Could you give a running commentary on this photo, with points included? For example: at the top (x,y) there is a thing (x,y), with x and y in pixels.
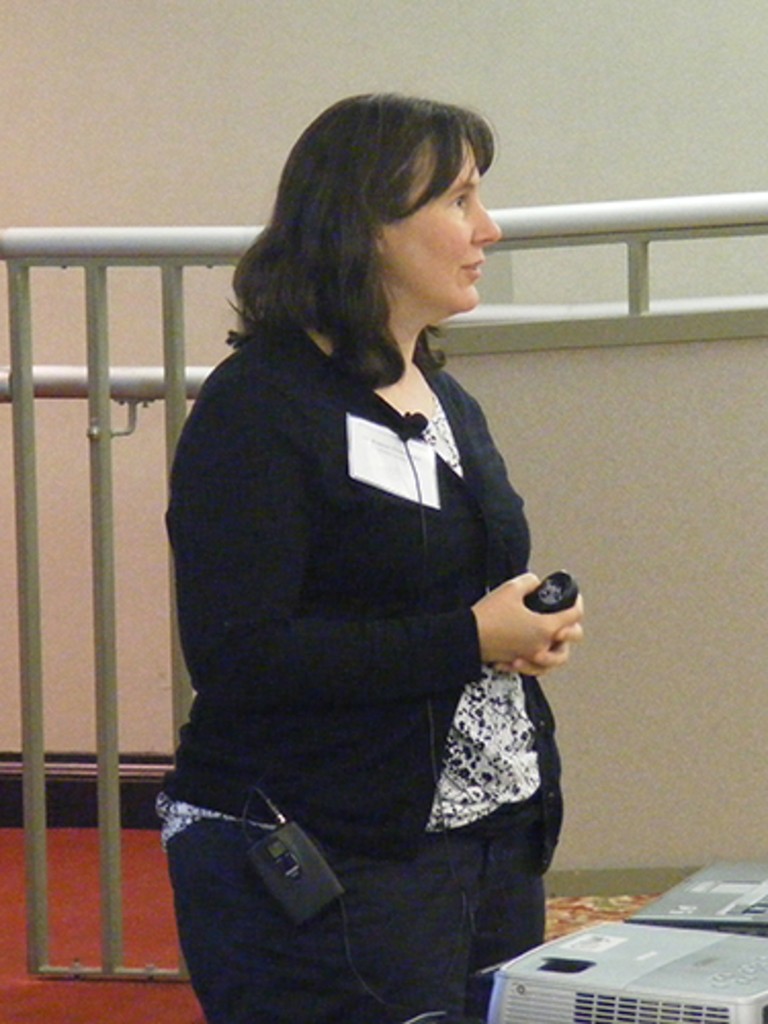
In this picture we can see a woman (358,863) is standing and holding something, it looks like a projector (680,946) at the right bottom (695,973), in the background (679,392) there is a wall (472,87), we can see metal rods (226,238) in the middle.
